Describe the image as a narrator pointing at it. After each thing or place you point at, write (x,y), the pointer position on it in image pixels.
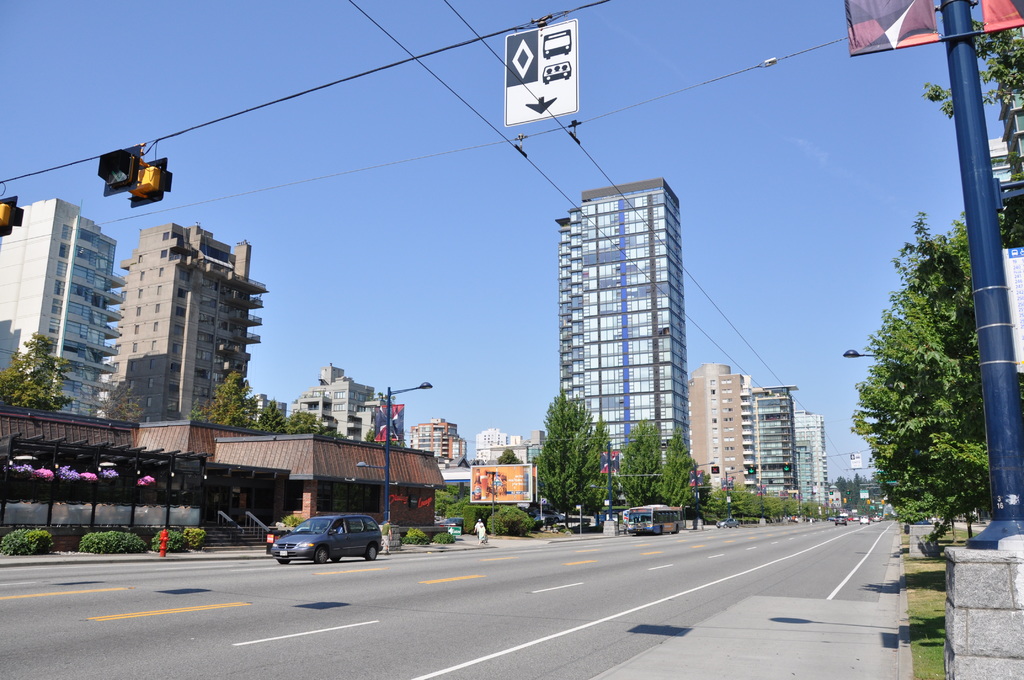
This is the picture of a city. In this image there are buildings (684,375) and trees (939,409) and there are street lights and there are wires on the poles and there are vehicles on the road (646,594). At the back (163,540) there is a fire hydrant (163,540) and there is a person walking on the footpath (499,537) and there is a hoarding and there is a stair case (230,538) and there are hand rails (258,527). At the top (572,187) there is sky (873,165). At the bottom (296,677) there is a road (270,663) and there is grass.
